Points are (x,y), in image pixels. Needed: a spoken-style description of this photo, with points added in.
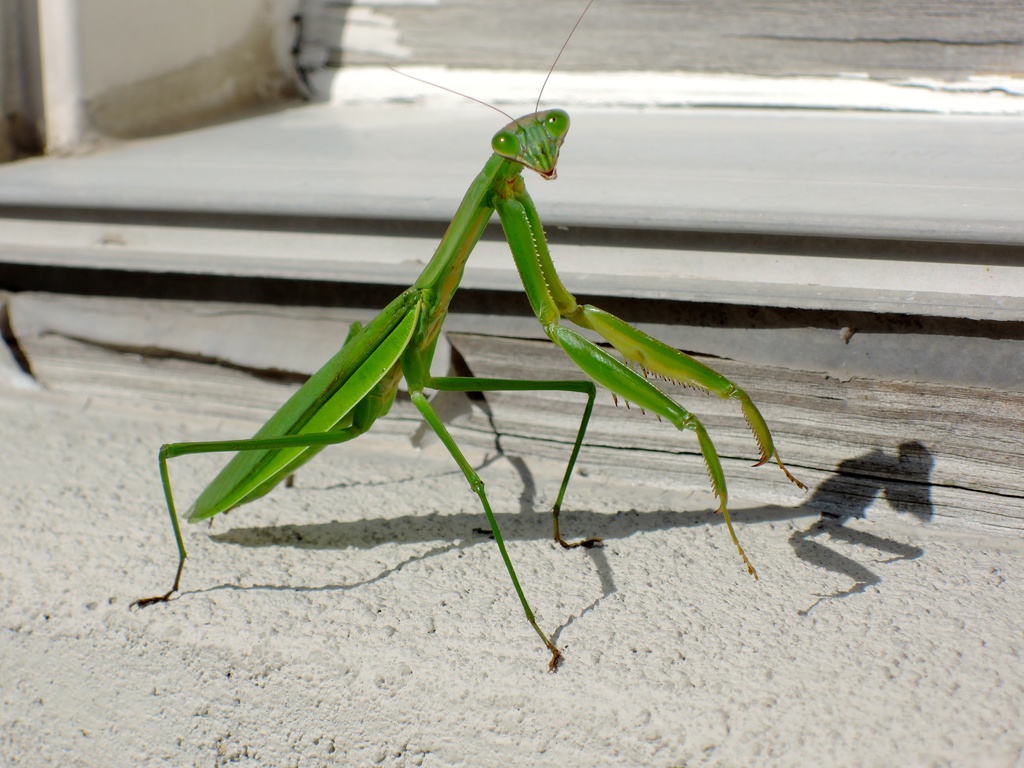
In this image I can see a praying mantis (302,396).
